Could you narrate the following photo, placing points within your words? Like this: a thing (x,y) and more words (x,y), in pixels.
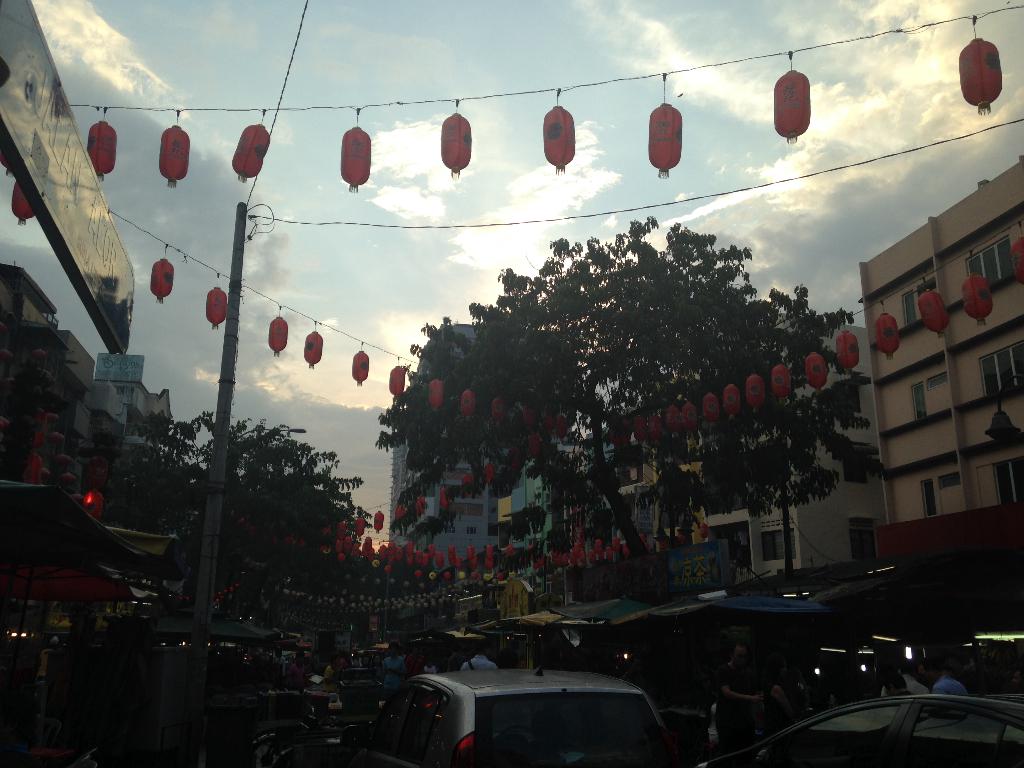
At the bottom of the image (305,717) we can see vehicles (499,717) on the road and there are tents (640,618). In the background (120,502) there are boards (100,273), trees (195,479), buildings (988,468) and lights (402,372). At the top (315,96) there are wires (406,100) and sky (514,216). On the left (231,304) there is a pole (209,580).
